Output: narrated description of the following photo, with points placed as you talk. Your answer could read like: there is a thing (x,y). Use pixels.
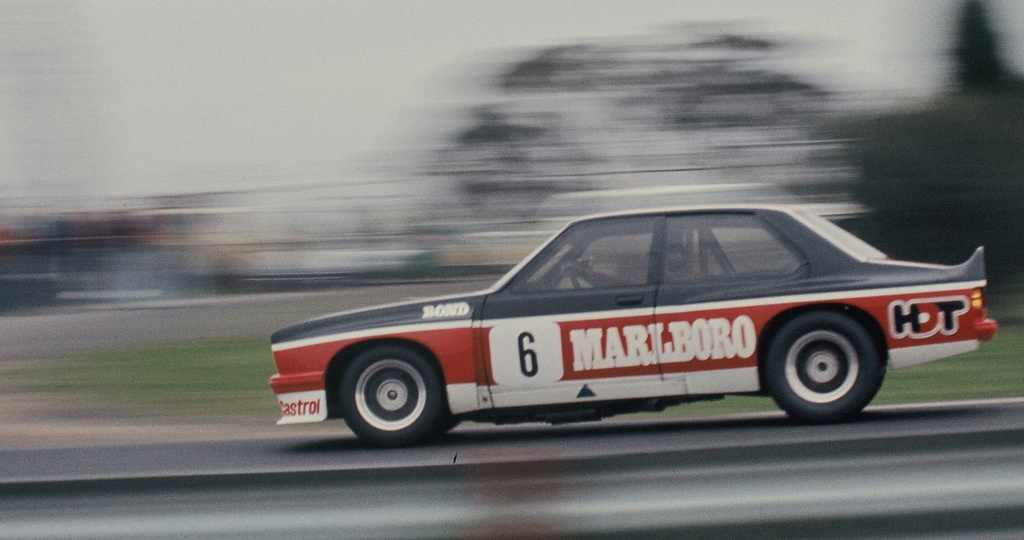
In this image there is a car (656,335) on the road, there is a person (600,281) driving a car (642,285), the background of the image (937,107) is blurred.
